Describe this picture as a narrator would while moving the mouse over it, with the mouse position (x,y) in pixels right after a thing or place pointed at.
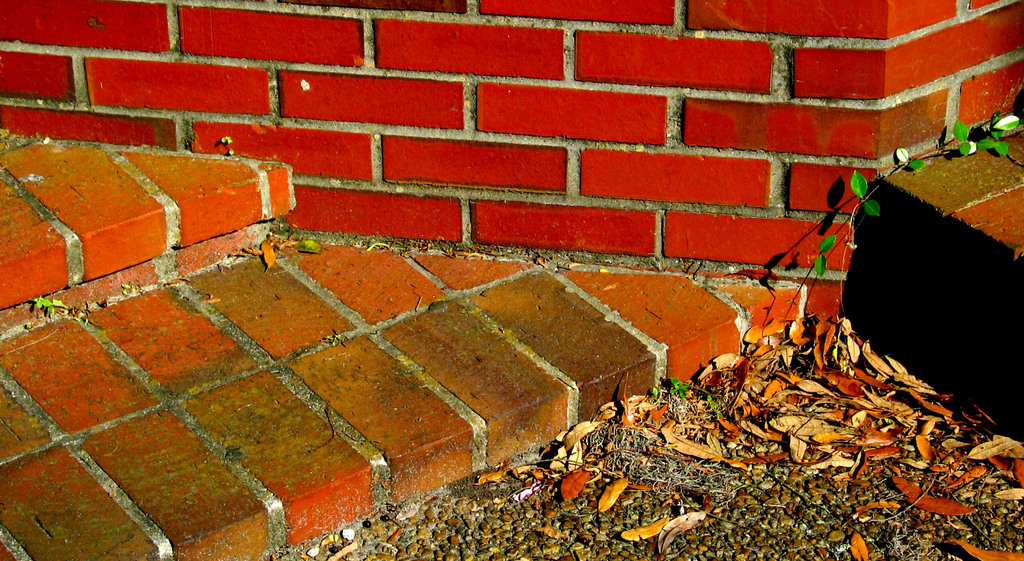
There is a brick wall (404,34). On the ground (266,373) there is brick floor (297,388). Also there are leaves (786,368) and a creeper (868,199).
